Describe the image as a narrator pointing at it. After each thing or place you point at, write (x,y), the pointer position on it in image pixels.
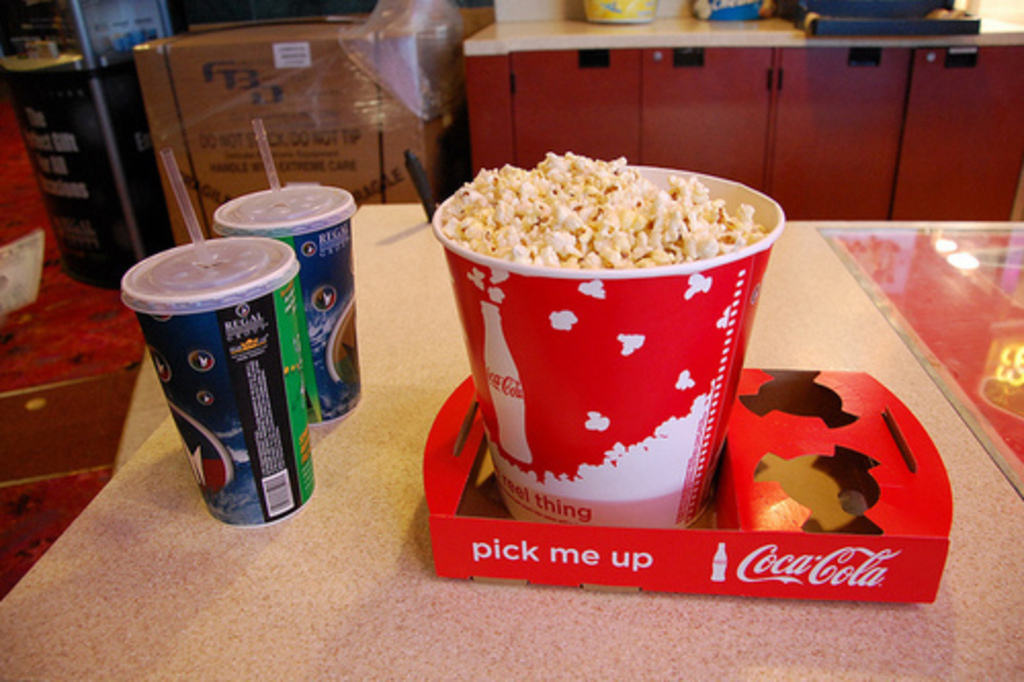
In this picture we can see popcorn (570,259) in a tub (702,302), glasses (278,260) with straws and objects (447,541) on the table (174,522). In the background of the image (290,112) we can see cardboard box (363,89), floor (49,279) and objects (11,280).
